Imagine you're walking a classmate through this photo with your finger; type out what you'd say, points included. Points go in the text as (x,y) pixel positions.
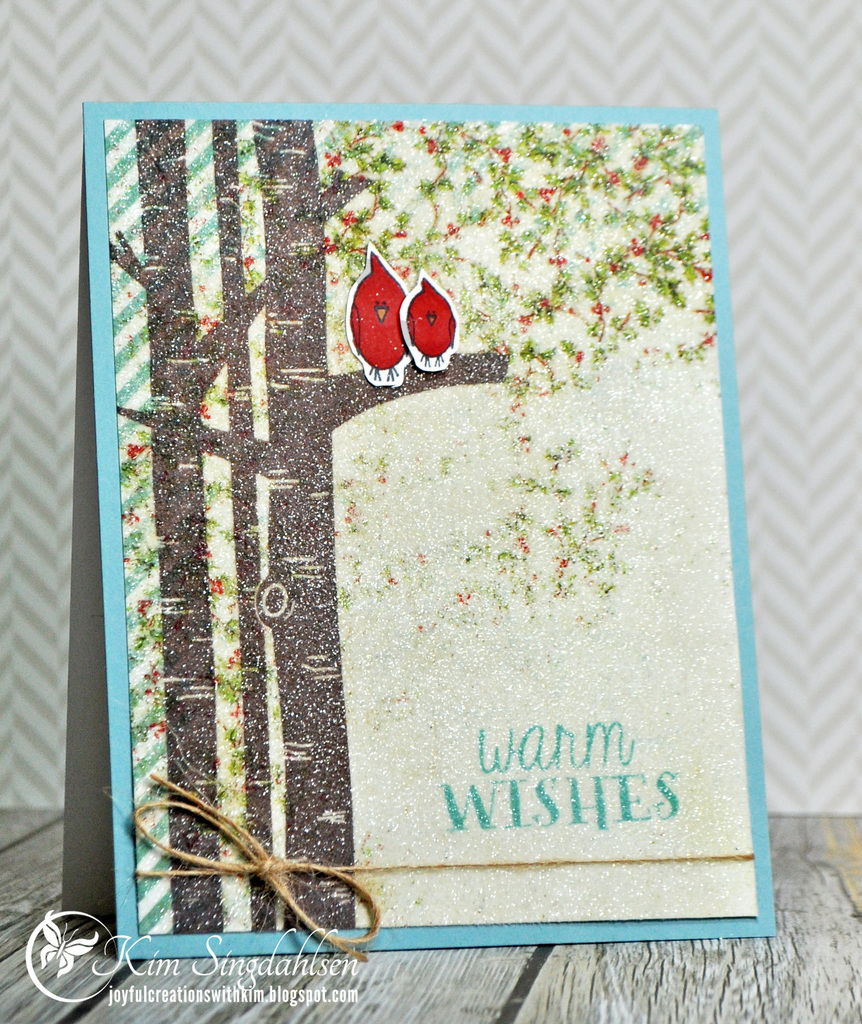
Here we can see a greeting card (492,447) on a platform (818,971). On this card (624,513) we can see trees (274,183) and there is a watermark (217,996).
